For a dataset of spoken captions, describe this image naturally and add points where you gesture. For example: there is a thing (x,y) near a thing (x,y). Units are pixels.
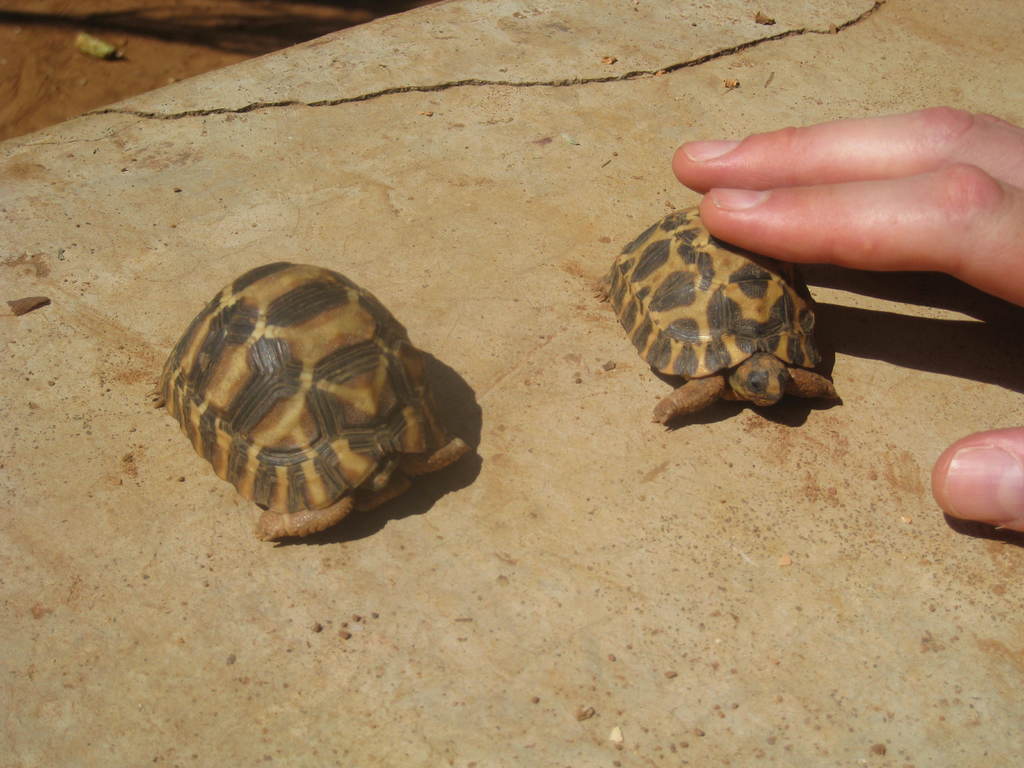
In this picture I can see there are two turtles (656,239) and there is a person (903,250) touching one.
